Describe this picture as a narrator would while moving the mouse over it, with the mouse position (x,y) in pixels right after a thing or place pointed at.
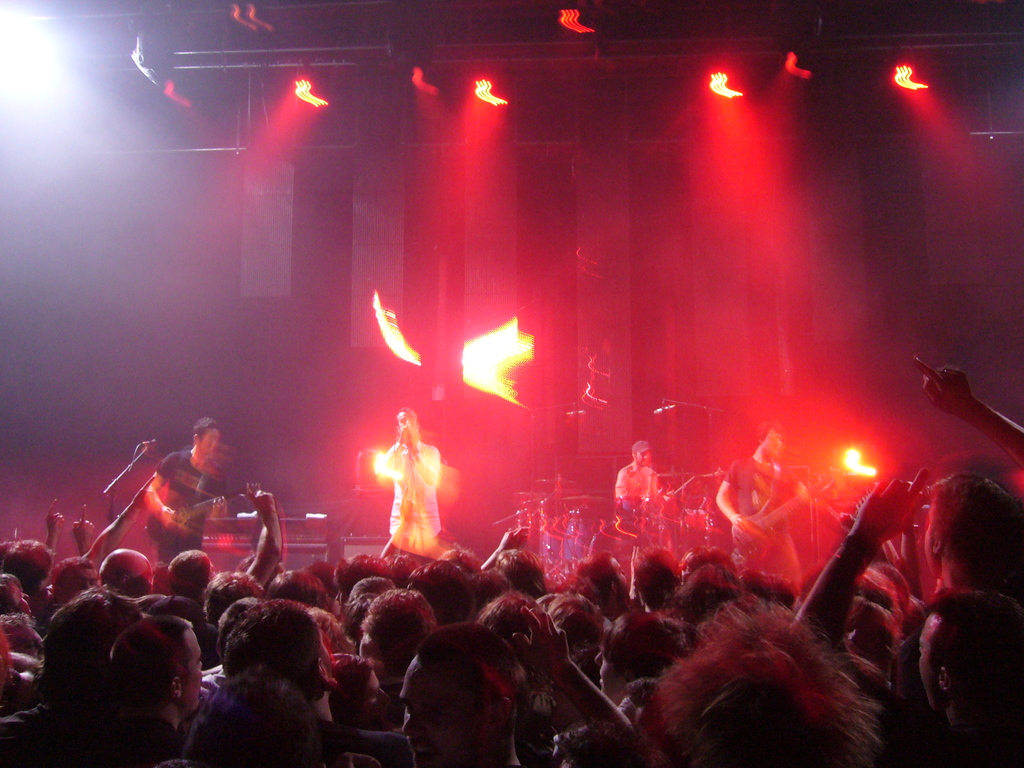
In this image we can see these people (588,749) are standing here. Here we can see these people (777,452) are playing musical instruments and this person (438,492) is singing through the mic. The background of the image is dark where we can see the show lights (79,59).
